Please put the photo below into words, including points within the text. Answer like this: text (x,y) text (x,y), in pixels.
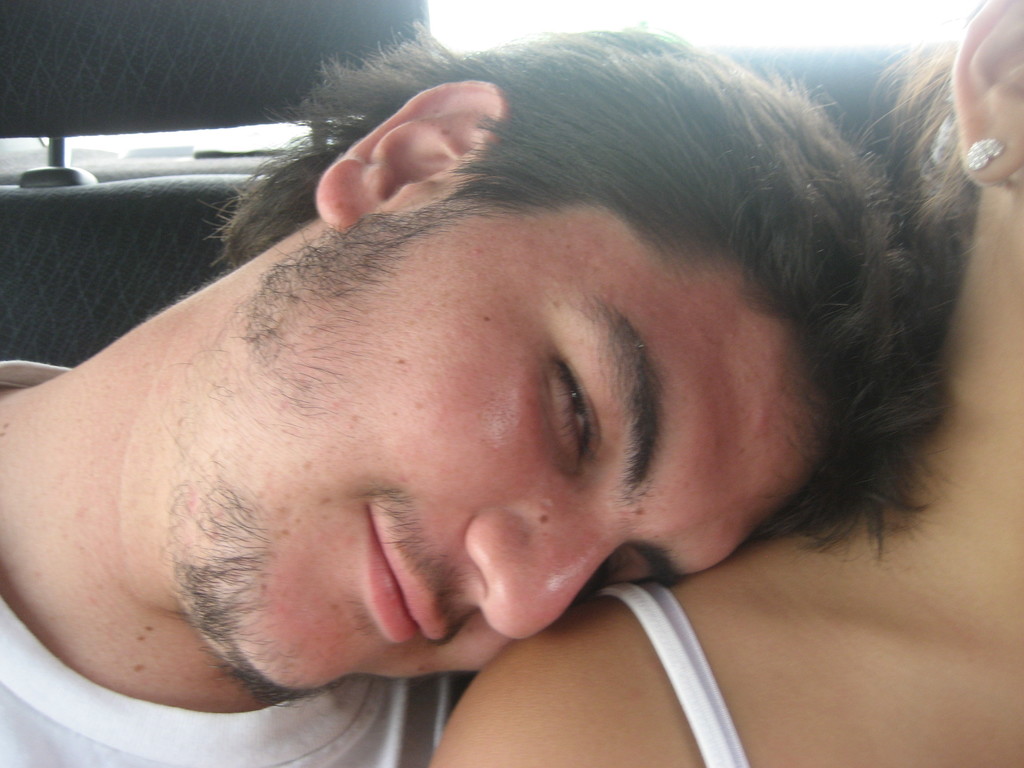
In the picture I can see a person (187,655) wearing white color T-shirt (61,744) is lying on the shoulder (802,546) of another person (762,625). In the background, I can see the light (154,140).
